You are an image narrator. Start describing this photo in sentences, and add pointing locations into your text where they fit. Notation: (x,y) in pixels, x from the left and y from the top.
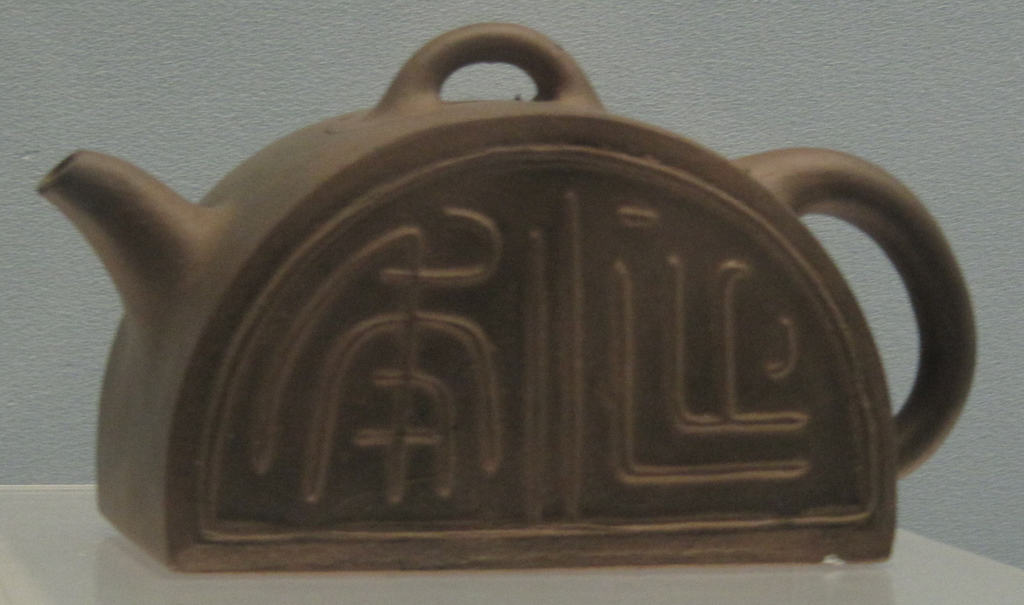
In this image we can see kettle (632,326) placed on the table (44,524). In the background (584,32) there is wall (322,17).
